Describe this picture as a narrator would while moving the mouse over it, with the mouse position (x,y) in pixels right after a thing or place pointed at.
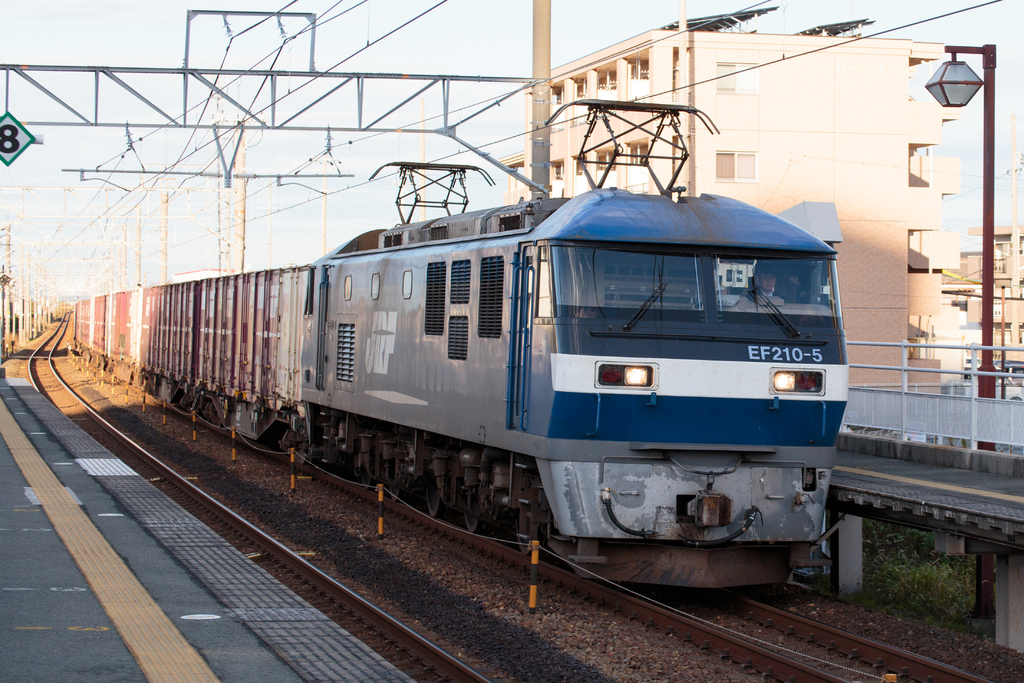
In this picture, there is a train (373,299) on the track (472,547). It is moving towards the right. It is in blue in color. On either side of the train (819,452), there are platforms (903,472). On the top (500,102), there are rods (424,90) with the wires (360,139). In the background (699,50), there is a building (870,88) with windows (726,72).
